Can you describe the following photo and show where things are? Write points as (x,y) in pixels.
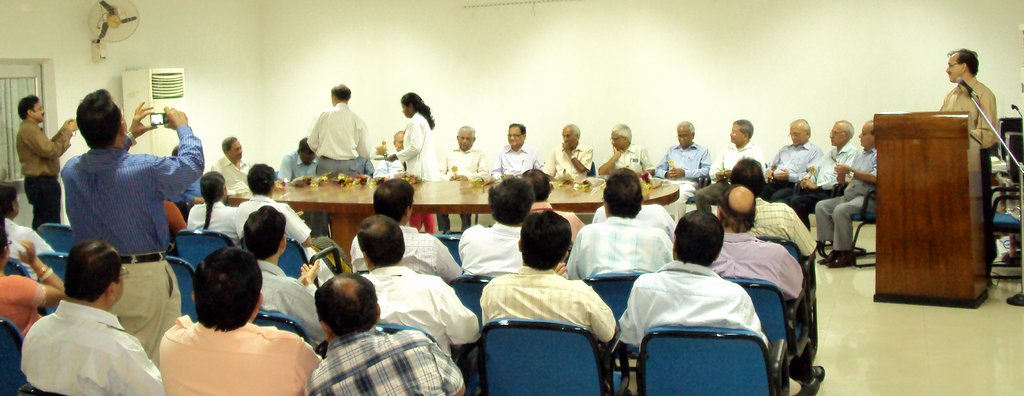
People (89,286) are sitting on chairs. Few people (134,239) are standing. In-front of this person (960,70) there is a podium (936,264) and mic (969,88). This man (99,113) is holding a mobile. On this table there are things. In-front of this wall (95,75) there is a portable air conditioner (148,87). Table fan (112,17) is attached to the wall (906,44). This is curtain (19,93).
